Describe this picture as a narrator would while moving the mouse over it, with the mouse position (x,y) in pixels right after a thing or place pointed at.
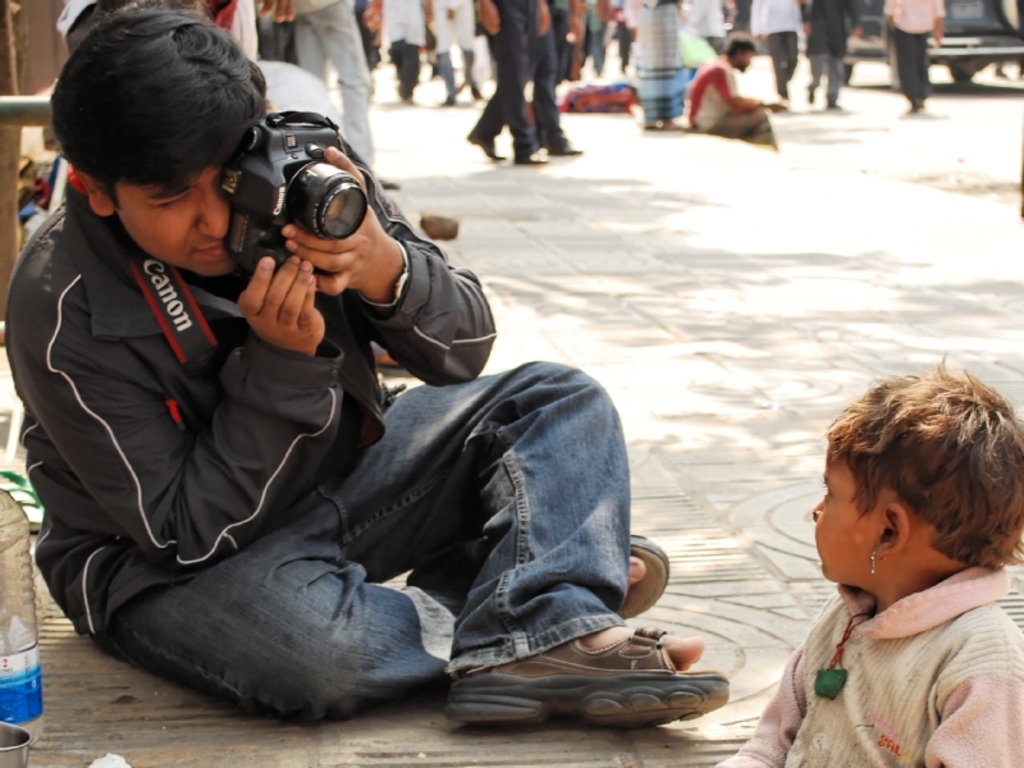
In this picture we can see a man (344,248) who is taking a snap with the camera (290,193). Here we can see some persons (912,2) are walking on the road (942,231). And this is bottle (21,659).
